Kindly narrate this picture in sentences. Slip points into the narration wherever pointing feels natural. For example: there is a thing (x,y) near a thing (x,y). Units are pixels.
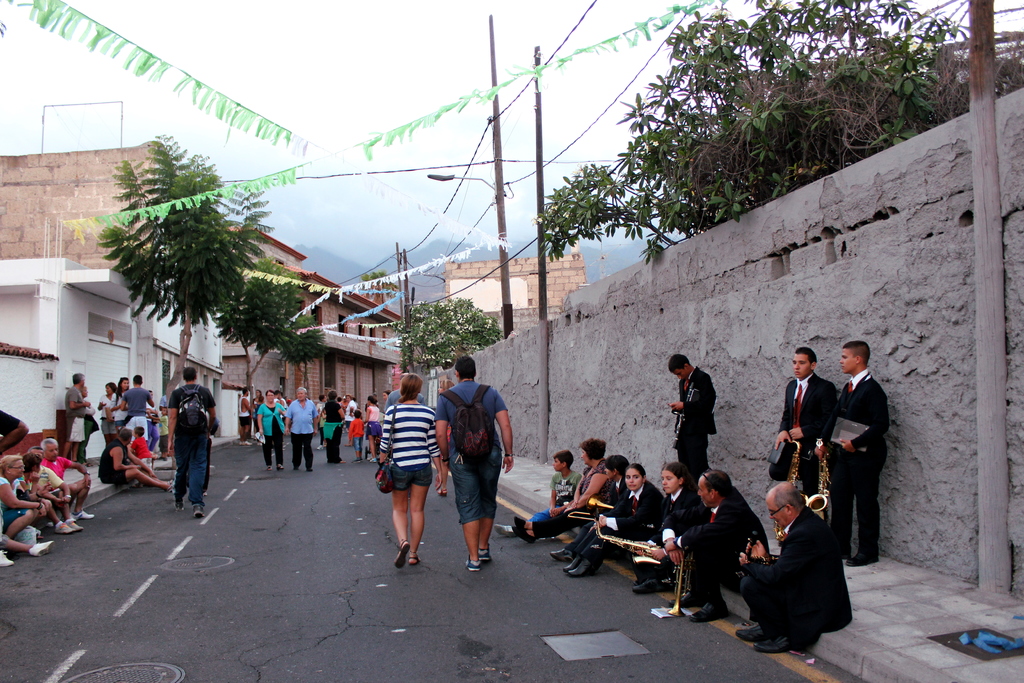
In this image, we can see a group of people (465,511). Few are standing, walking and sitting on the footpath (883,622). Few are wearing backpacks (468,451). In the middle of the image (577,333), we can see houses (91,377), walls (567,365), poles (998,240), trees (246,369), some banners (242,276), wires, light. Top of the image (507,132), there is a sky (320,104). At the bottom (318,650), we can see a road (279,655).
